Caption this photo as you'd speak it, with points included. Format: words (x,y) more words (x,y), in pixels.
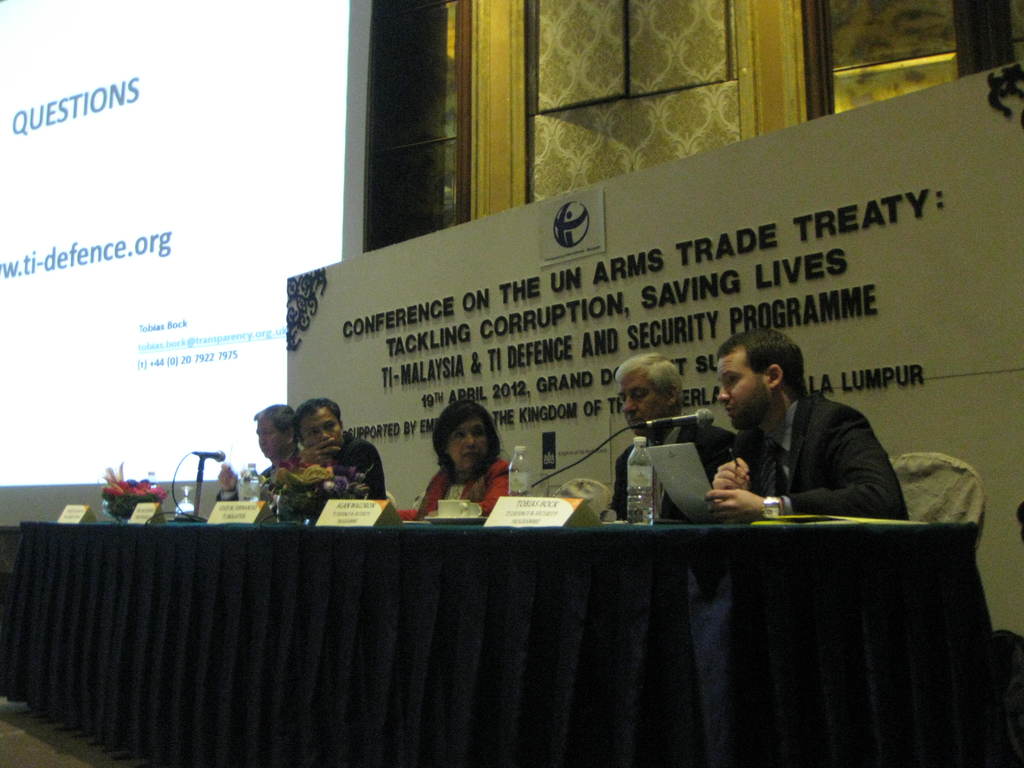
In this image there are people (721,460) sitting on chairs (577,479). There is a table (548,528) with bottles (632,462) and other objects (111,499) on them. In the background of the image (285,289) there is a screen (327,251). There is a board (602,206) with some text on it.
